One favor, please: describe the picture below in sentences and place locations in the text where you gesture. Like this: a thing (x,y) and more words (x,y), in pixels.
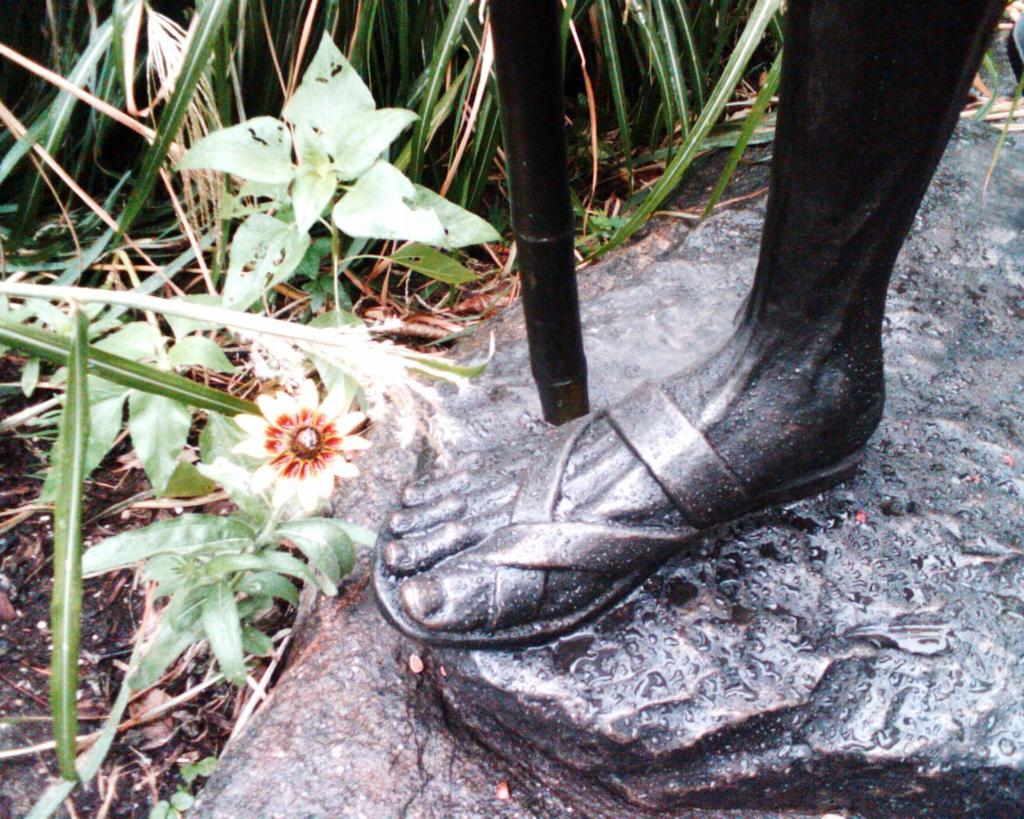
In this picture there is a statue (895,255) on the right side of the image (868,205) and there are plants (50,48) at the top side of the image (354,131).
